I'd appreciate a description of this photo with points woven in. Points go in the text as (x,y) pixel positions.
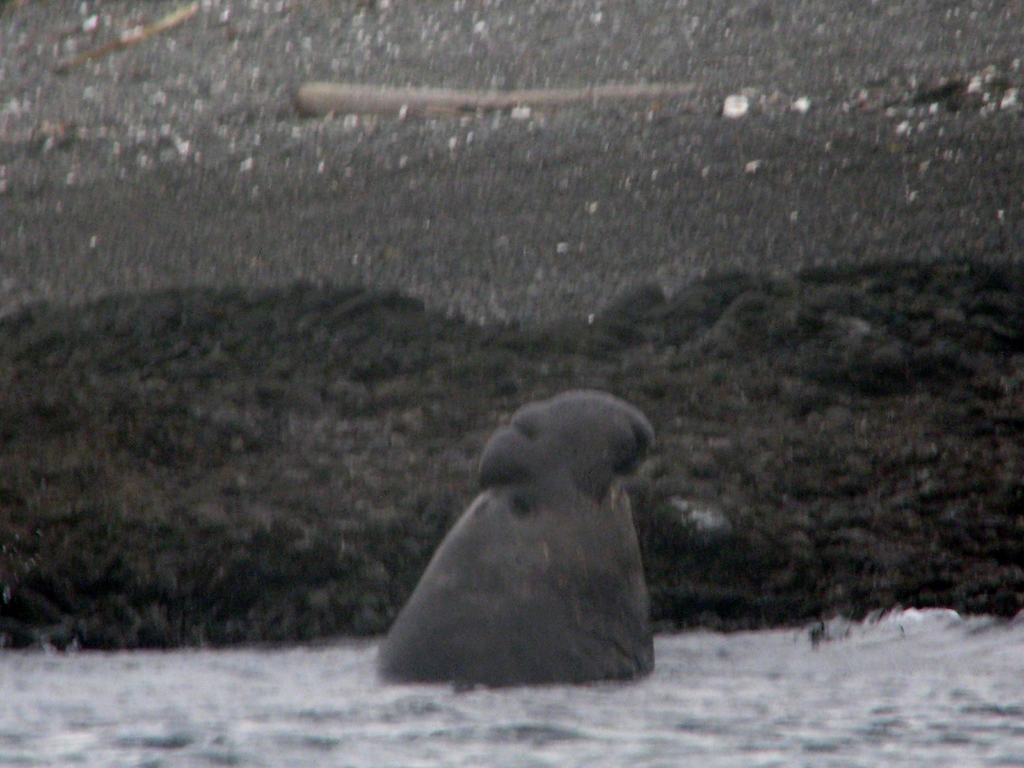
It is a blur image. Here it's looks like an object (581,578) in the water (676,668). Background (957,41) we can see sand (417,254).
